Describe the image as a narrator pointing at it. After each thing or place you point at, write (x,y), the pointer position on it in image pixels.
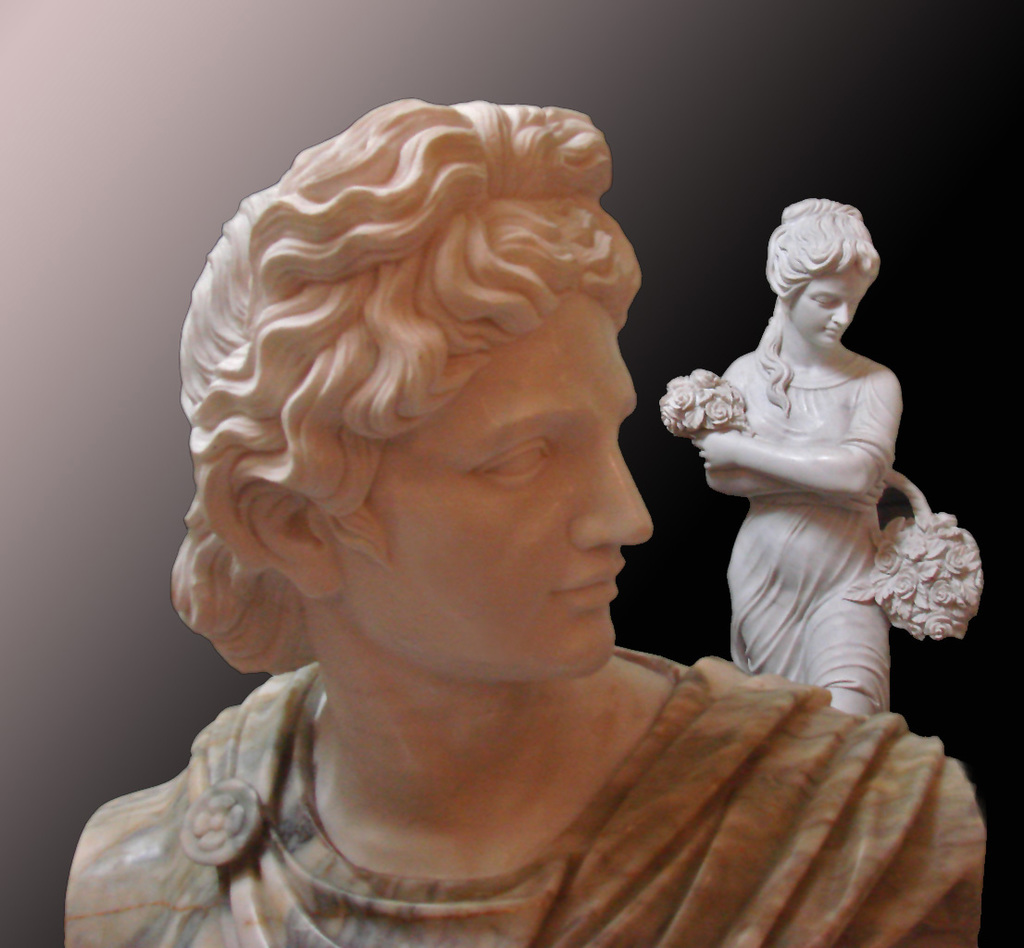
In this image in the foreground (318,494) there is one sculpture (366,691), and in the background (857,691) there is another sculpture (786,403) and the background (131,547) is blurred.
